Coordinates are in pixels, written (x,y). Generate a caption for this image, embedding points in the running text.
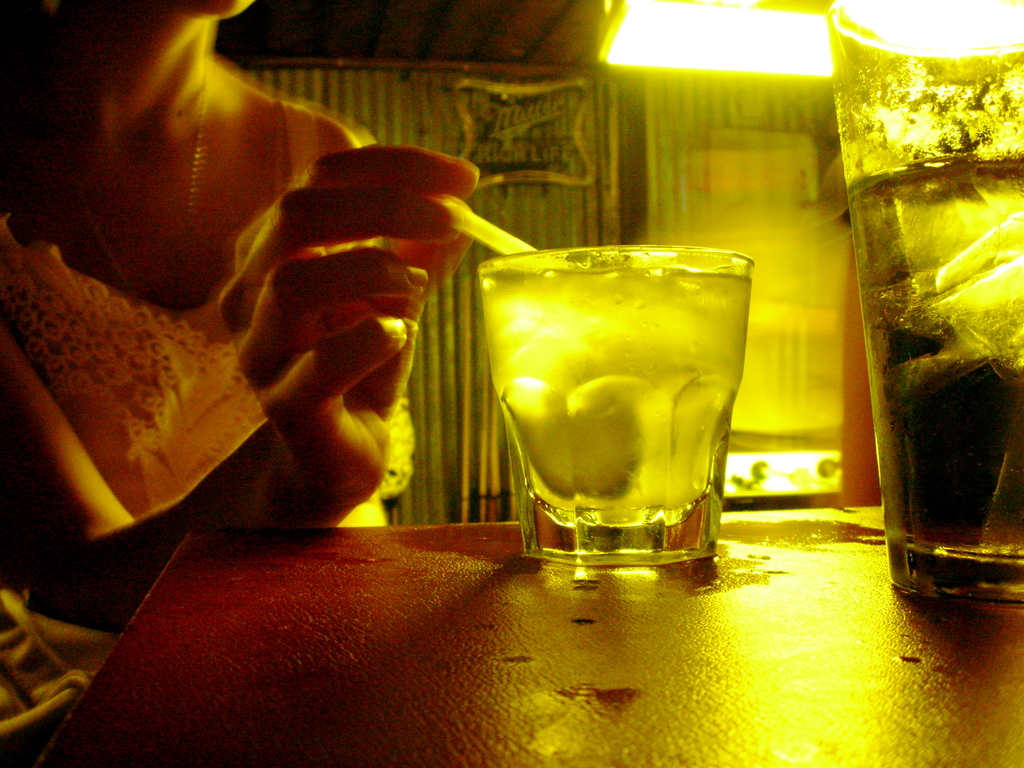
On the table (632,651) we can see two glasses (685,381) with liquid (669,375) in it and there is a woman (113,345) at the table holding an object (472,227) in her hand (416,239). In the background (542,1) there is a wall (452,115), door (763,371), light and some other objects (528,136).
